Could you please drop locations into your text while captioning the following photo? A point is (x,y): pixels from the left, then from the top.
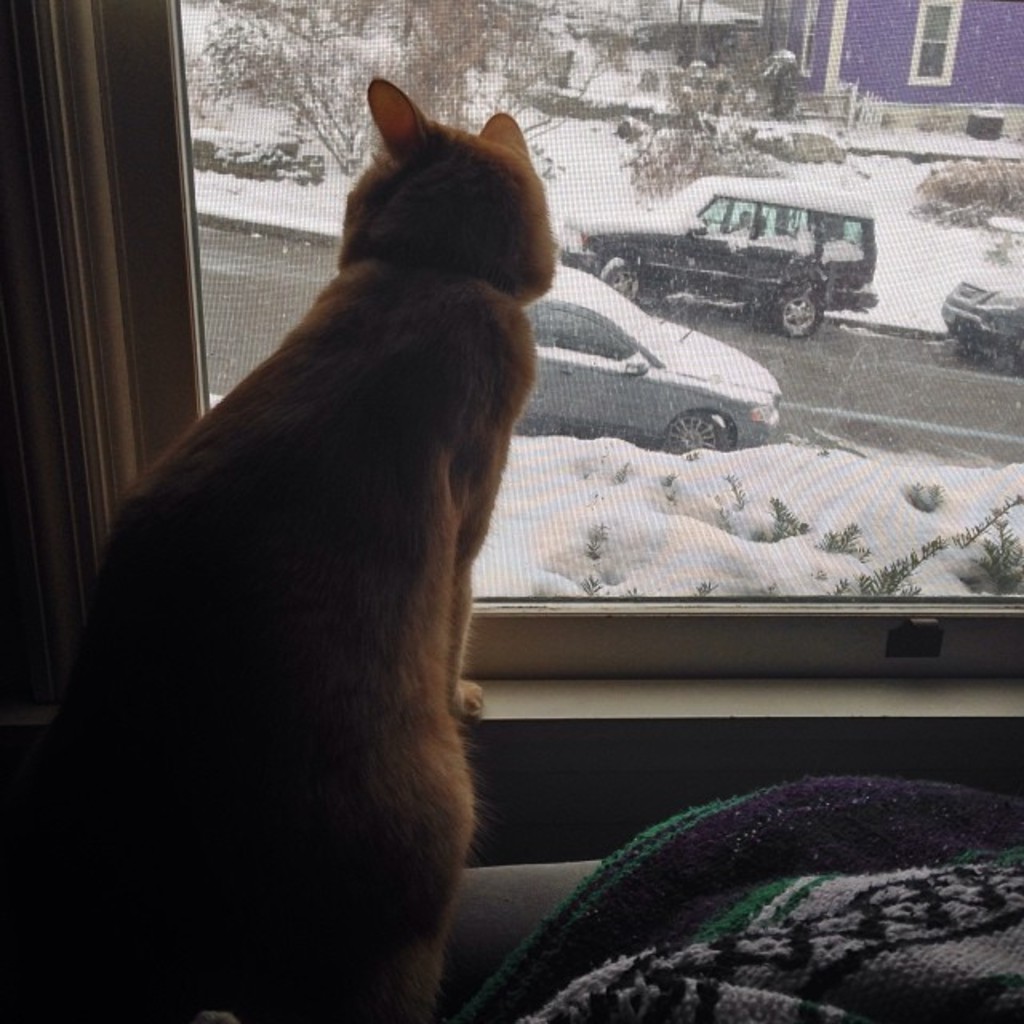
In this image we can see a cat (373,504) standing near the window (556,656) and behind the window (996,385) we can see cars (611,237), snow (919,311) and trees (696,87).
